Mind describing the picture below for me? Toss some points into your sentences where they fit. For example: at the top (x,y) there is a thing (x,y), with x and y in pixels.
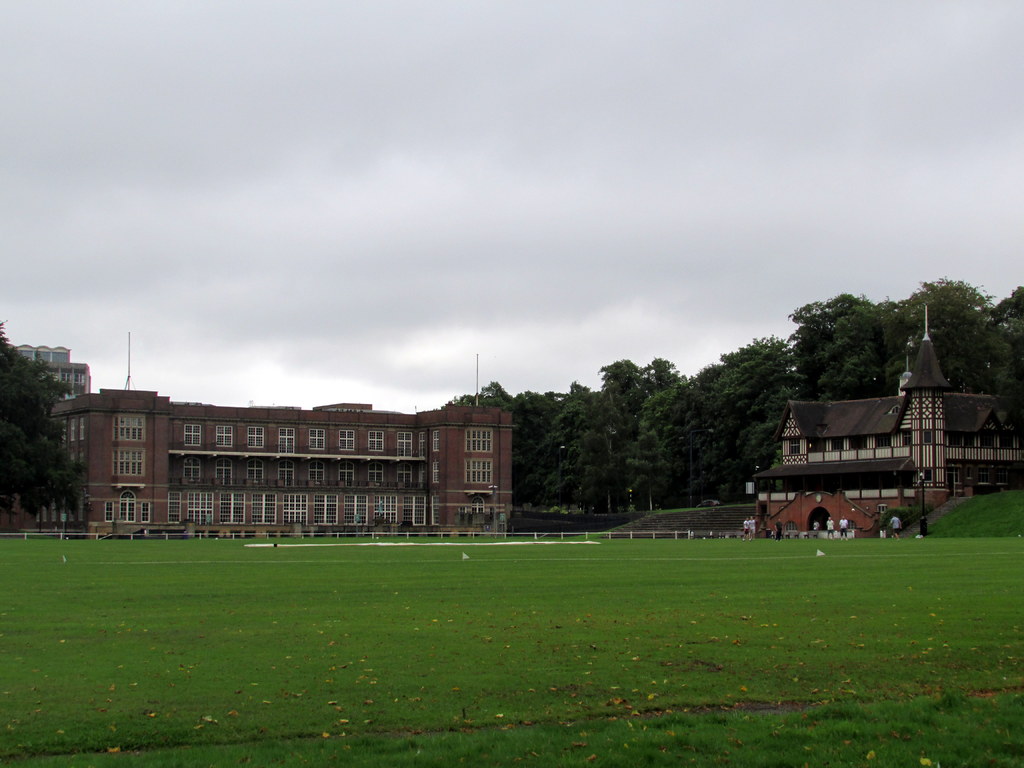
In this image we can see a building (374,525) with windows (302,502). On the right side (867,521) we can see a house (800,471) with roof (784,469) and windows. we can also see some plants (684,470), trees (687,469), grass (668,589), pole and the sky (627,210) which looks cloudy.
